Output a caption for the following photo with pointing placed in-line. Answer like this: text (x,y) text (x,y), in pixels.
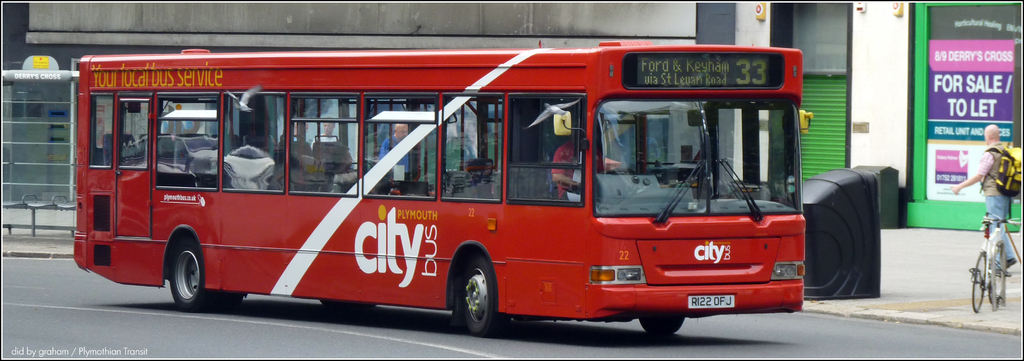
In this image in the foreground (146,317) we can see a bus (115,68) on the road (70,303) and on the right (960,189), we can see a person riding a bicycle (985,266).
